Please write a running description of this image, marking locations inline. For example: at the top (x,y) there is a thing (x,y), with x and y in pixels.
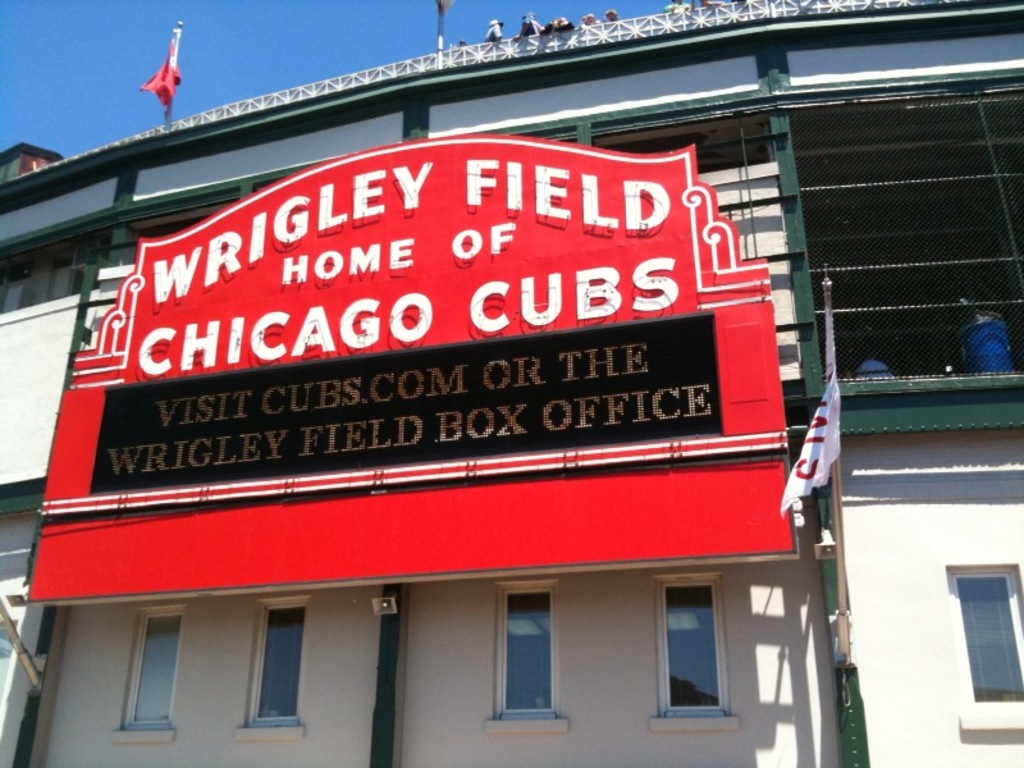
In this image I can see a building (904,729) which is white and green in color, a huge board (615,360) to the building (924,361) which is red, black and white in color and few flags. I can see few windows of the building (359,134) and in the background (459,14) I can see the sky (211,63).
